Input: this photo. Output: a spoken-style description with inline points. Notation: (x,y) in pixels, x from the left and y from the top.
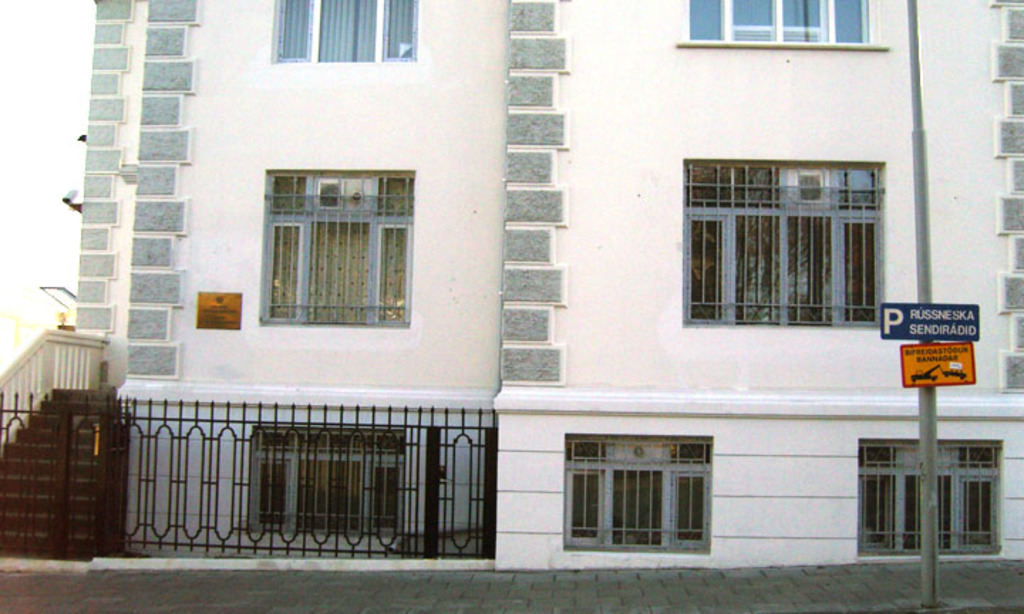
In this picture I can see there is a walk way (666,580) and there is a pole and there is a railing (113,543) and a building (849,340) in the backdrop (843,356) and it has windows (255,489).
